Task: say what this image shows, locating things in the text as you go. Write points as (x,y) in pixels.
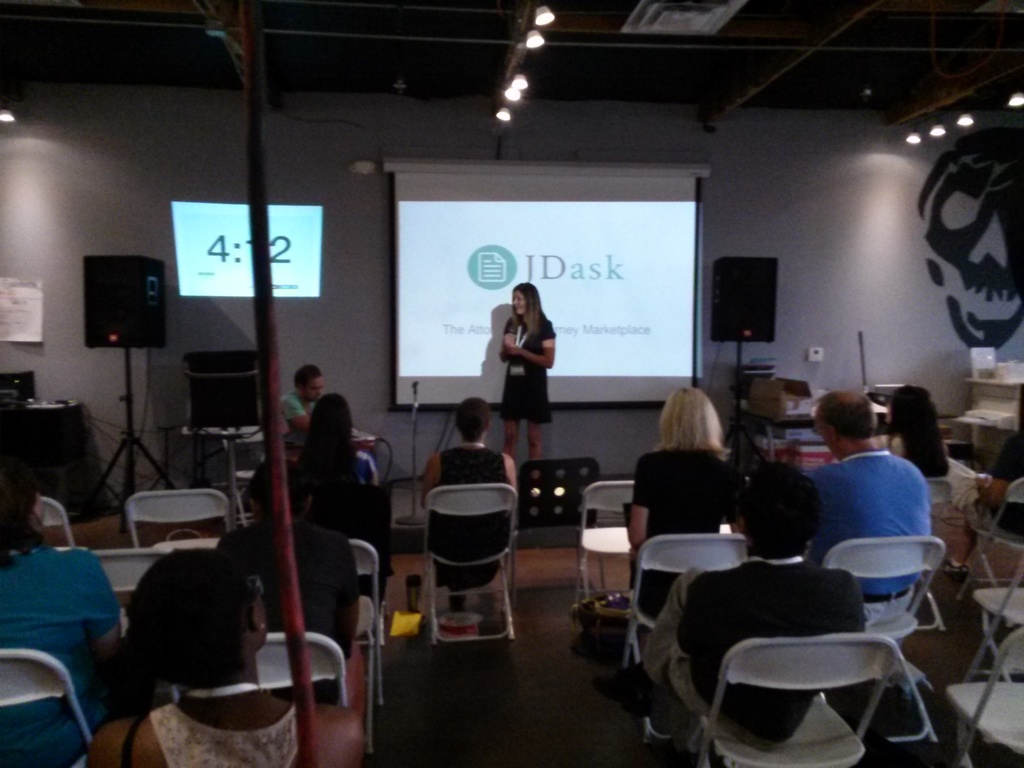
In this image I see people (340,422) who are sitting on chairs (566,492) and I see that this woman (514,458) is standing over here and I see a projector screen (484,198) over here on which there is a logo (504,253) and few words (629,335) written and I see another screen (229,253) over here on which there are numbers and I see the speakers (124,298), few equipment (230,357) on the tables (768,424) and I see the lights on the ceiling (882,92) and I see the wall (927,214) and I see a light (9,117) over here and I see the floor (503,627).
